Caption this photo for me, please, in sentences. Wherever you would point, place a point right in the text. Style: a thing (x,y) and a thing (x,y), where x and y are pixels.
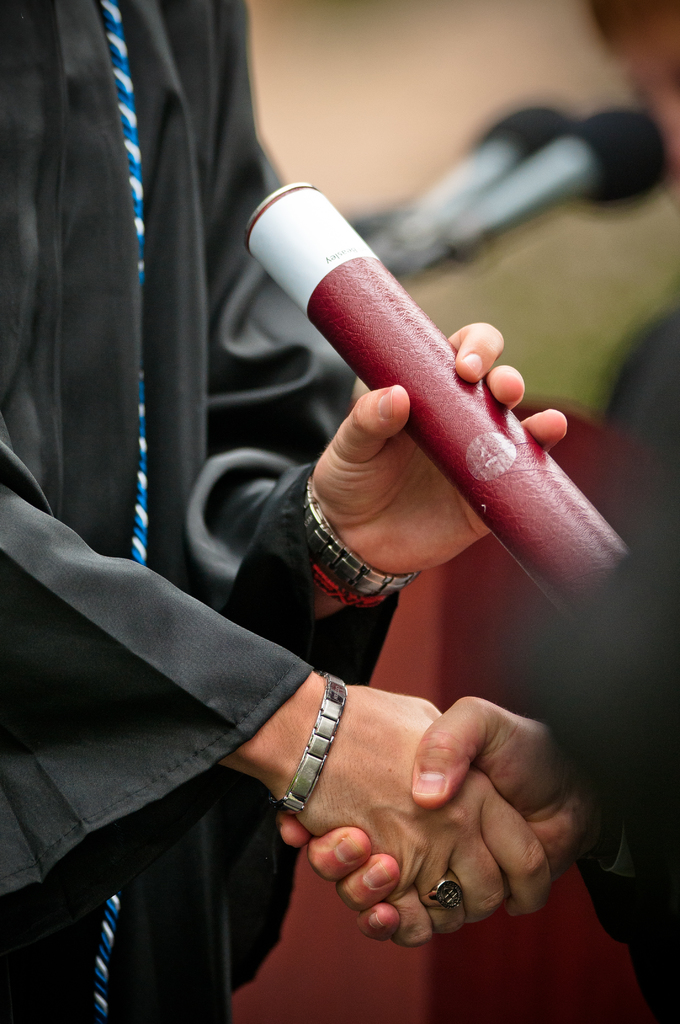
In this image we can see person's hands (472,801) and mics (519,157).
